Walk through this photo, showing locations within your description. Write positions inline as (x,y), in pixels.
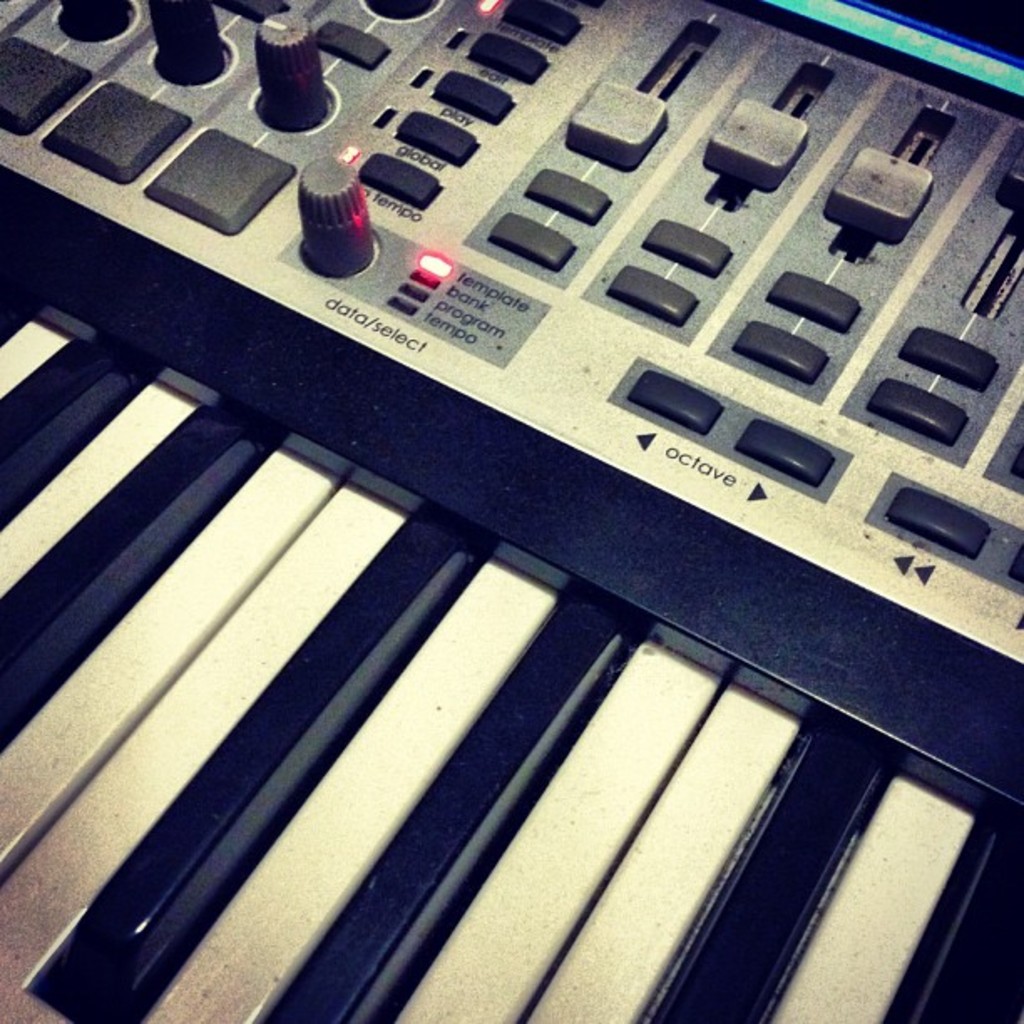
This is the picture of the piano (362,901) which is in white and black color, There are the buttons (530,256) of the piano (722,276) and there are the knobs (325,219) of the piano (597,160) to increase or decrease the sound of the piano (292,88).
